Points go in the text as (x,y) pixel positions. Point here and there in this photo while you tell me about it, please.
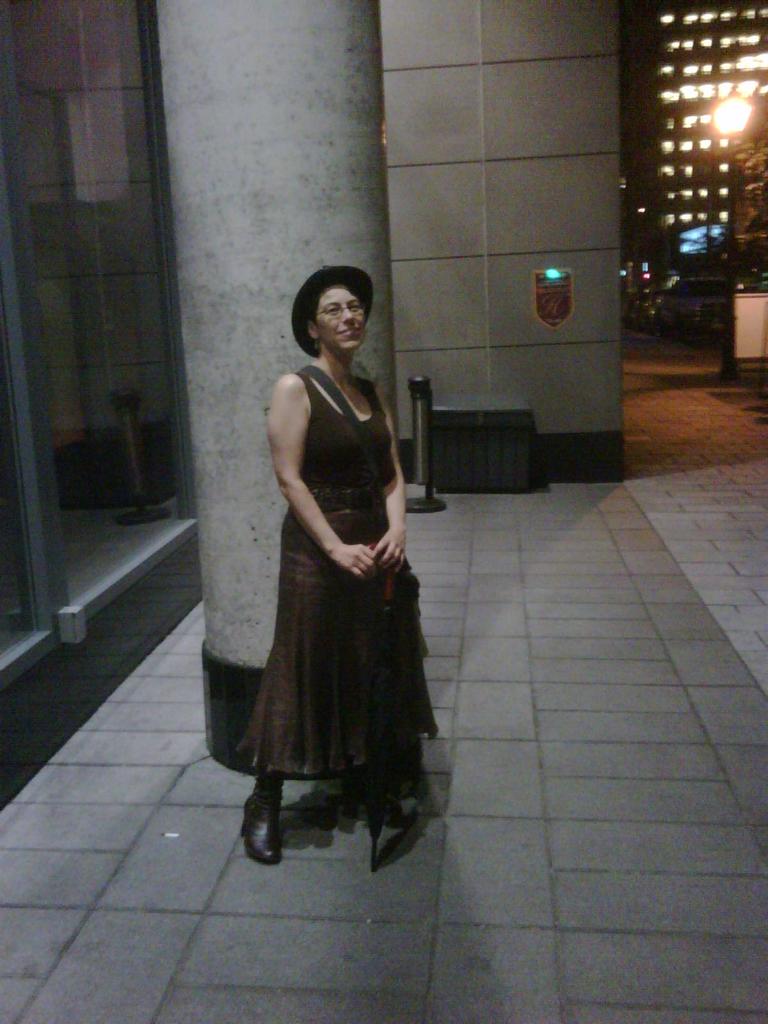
This image consists of a woman (319,618) wearing brown dress (317,600) and a hat (361,281). At the bottom (482,961), there is a floor (437,943). Behind her there is a pillar (272,634). In the background (634,45), there are buildings (543,20). It looks like it is clicked outside.
